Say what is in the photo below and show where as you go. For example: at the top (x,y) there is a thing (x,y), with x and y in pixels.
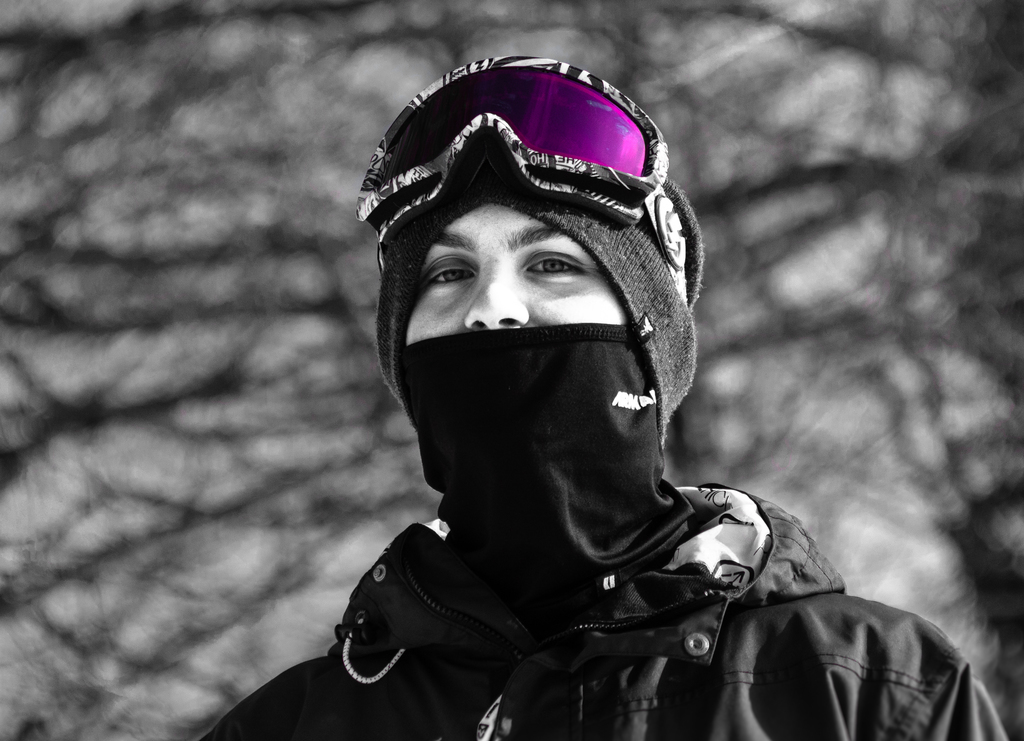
This is a edited image. In the center of the image (586,321) we can see a person (602,213) and wearing goggles (576,189), hat (605,261), coat (799,624). In the background of the image (115,120) we can see the twigs (213,257).
